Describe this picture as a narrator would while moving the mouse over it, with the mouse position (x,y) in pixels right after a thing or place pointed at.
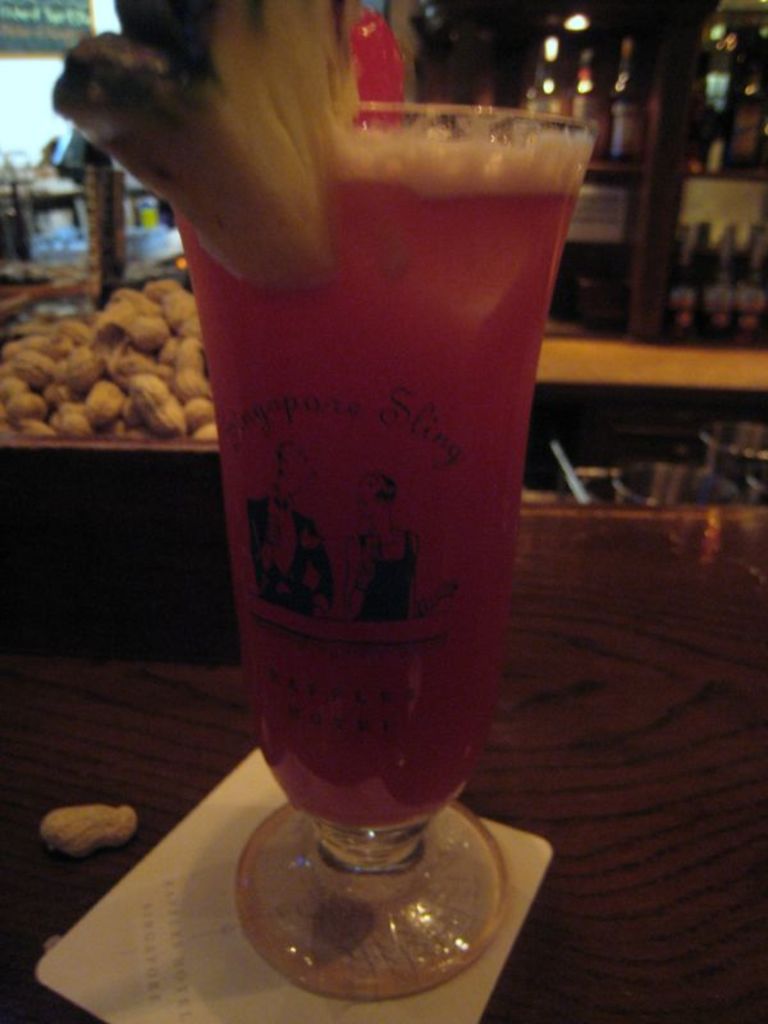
In this picture I can see the wine glass (395,579). I can see peanut shells (148,403) on the left side (123,399). I can see the table (520,661). I can see alcohol bottles (680,322) on the rack (652,171).
